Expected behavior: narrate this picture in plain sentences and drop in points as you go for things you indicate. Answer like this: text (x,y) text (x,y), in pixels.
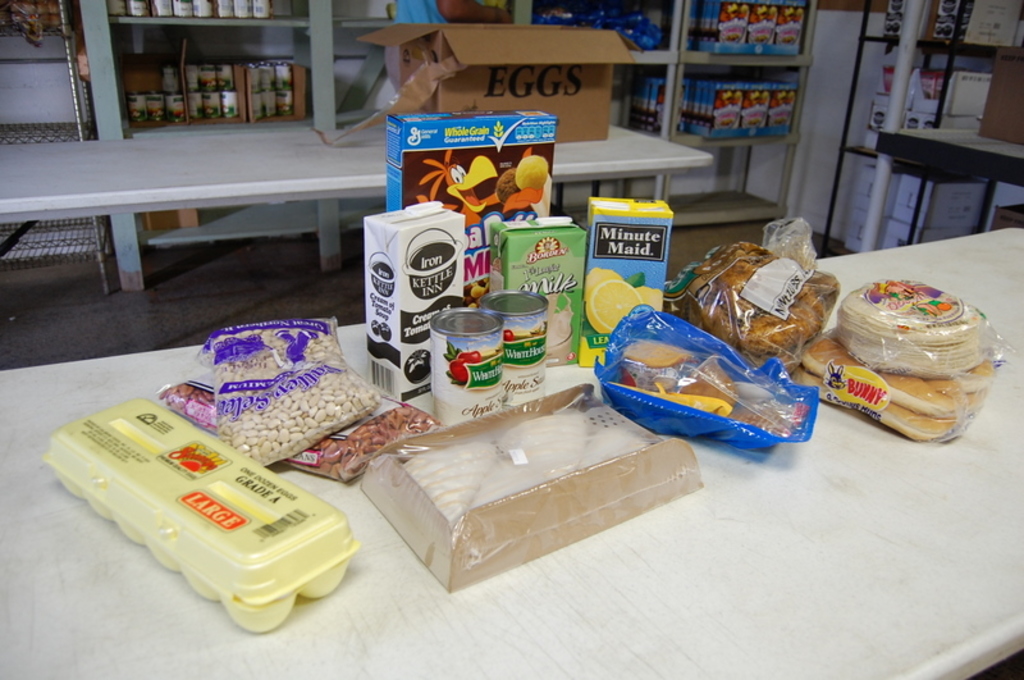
Here we can see food items (237,612) and a box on the tables (561,647). In the background (304,220) we can see boxes (294,88) and objects (889,69) on the racks (294,24).
